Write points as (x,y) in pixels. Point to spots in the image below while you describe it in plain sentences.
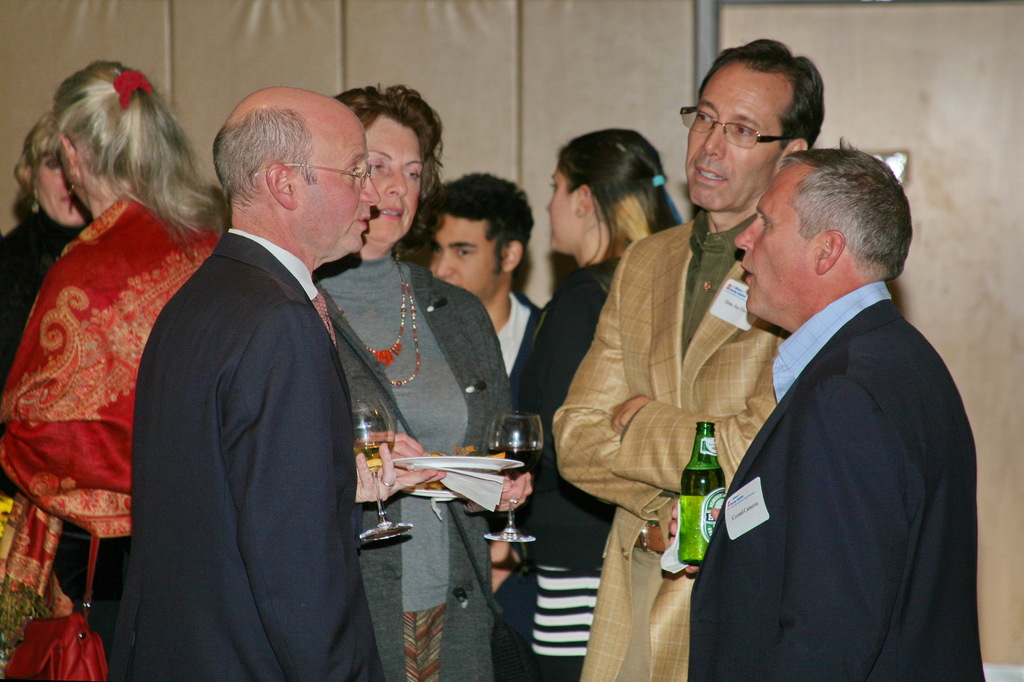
There are groups of people (243,253) standing and talking to each other. Among them few people (786,451) are holding wine glasses (534,461), plates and bottle (695,515) in their hands (383,492). This looks like a wall (529,36).
